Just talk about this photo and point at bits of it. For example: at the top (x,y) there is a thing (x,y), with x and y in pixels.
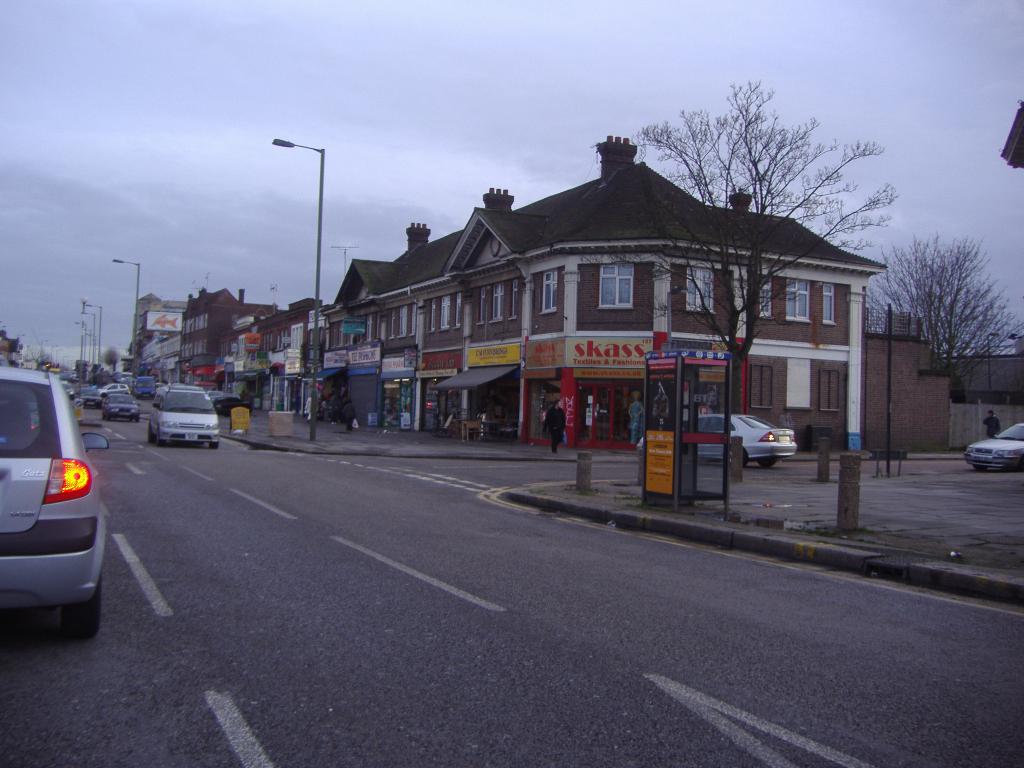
In this image on the right side (792,313) there are some buildings (438,328), trees (933,328), poles (887,314) and shutter (364,399), tent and glass doors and some other objects (660,406). And on the left side (102,422) there are some vehicles (61,443) on the road (458,474), and at the top (493,98) there is sky (305,138).
